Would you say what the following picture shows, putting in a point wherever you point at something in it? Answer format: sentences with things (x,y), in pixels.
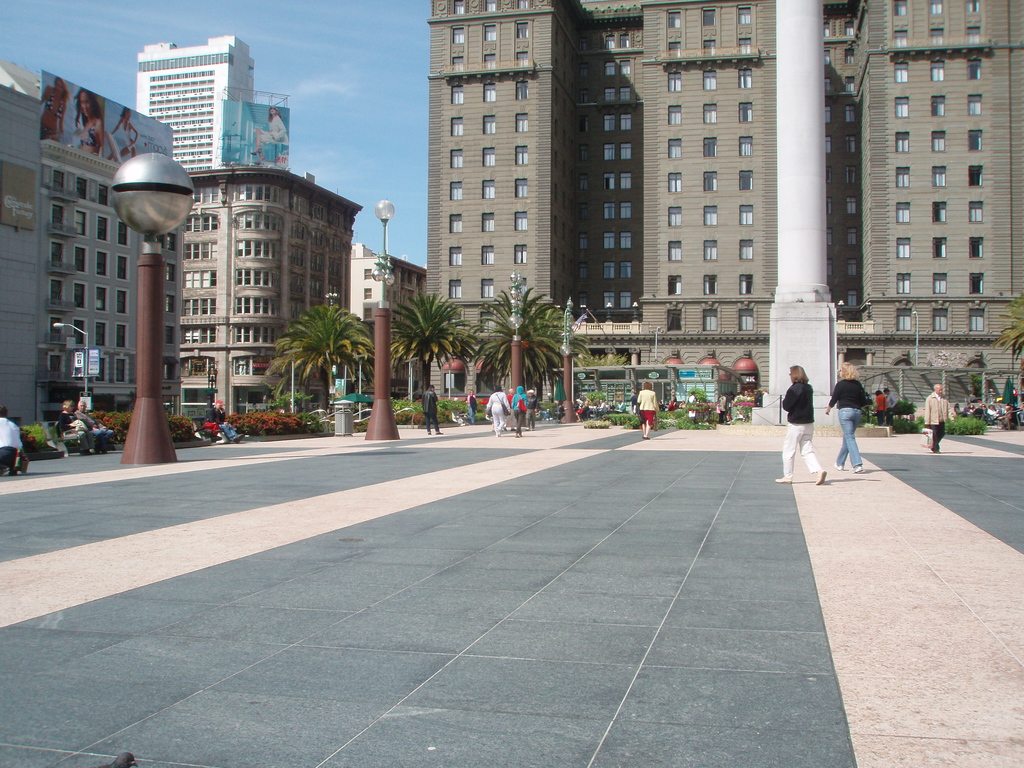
In this image we can see many trees (497,345) and plants (681,415). There are many buildings (646,314) in the image. There are many street lights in the image. There are few advertising boards (243,128) in the image. There are many people (644,419) in the image.
